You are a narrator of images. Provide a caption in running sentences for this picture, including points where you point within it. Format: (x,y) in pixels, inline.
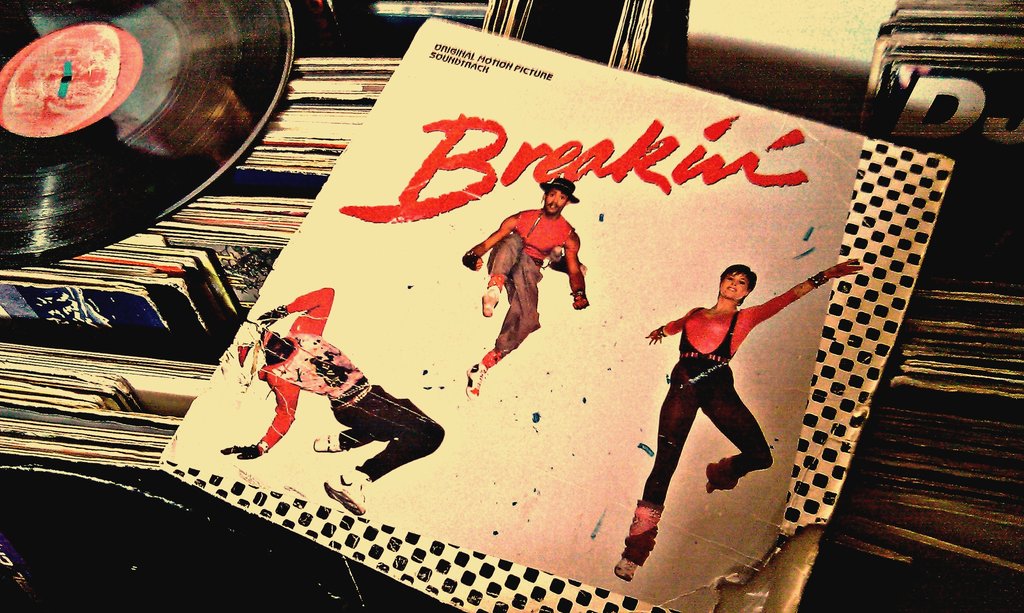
In the picture we can see a disk cover (803,540) on it we can see a images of three persons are dancing and written on it break in and beside it we can see a disk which is black in color and under it we can see a bundle of disks (979,546).
